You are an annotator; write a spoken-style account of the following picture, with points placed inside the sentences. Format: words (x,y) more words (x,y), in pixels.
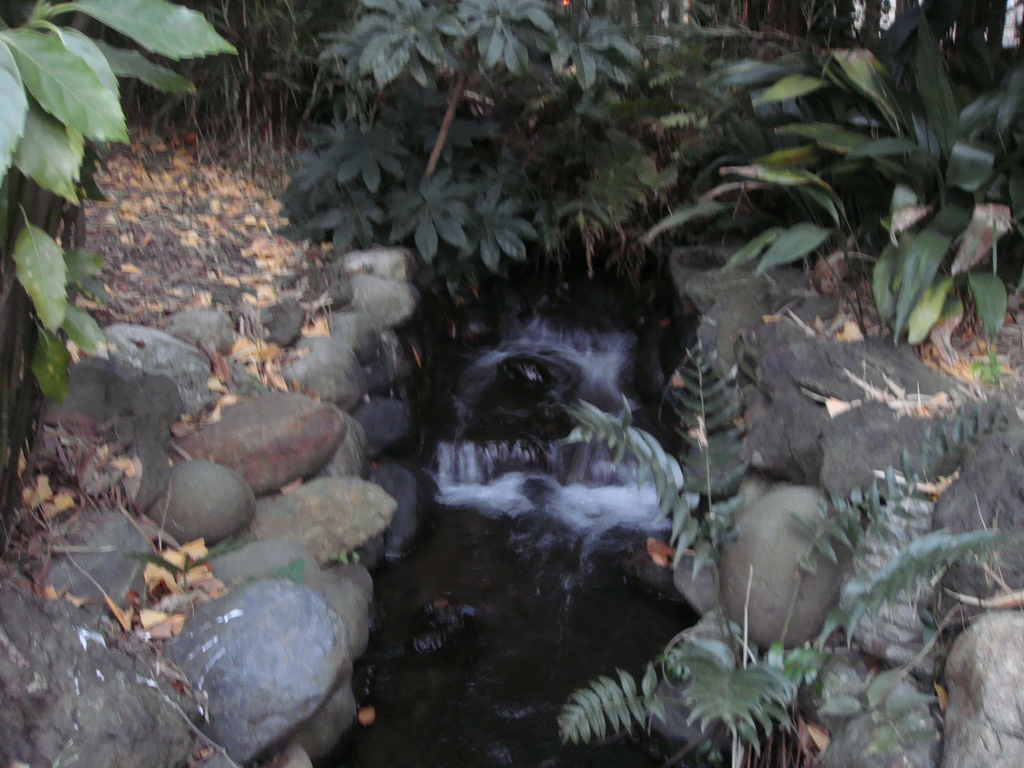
In this image I can see in the middle (519,467) water (585,552) is flowing, there are stones (409,478) on either side of this image, at the back side (762,147) there are trees (714,115).
